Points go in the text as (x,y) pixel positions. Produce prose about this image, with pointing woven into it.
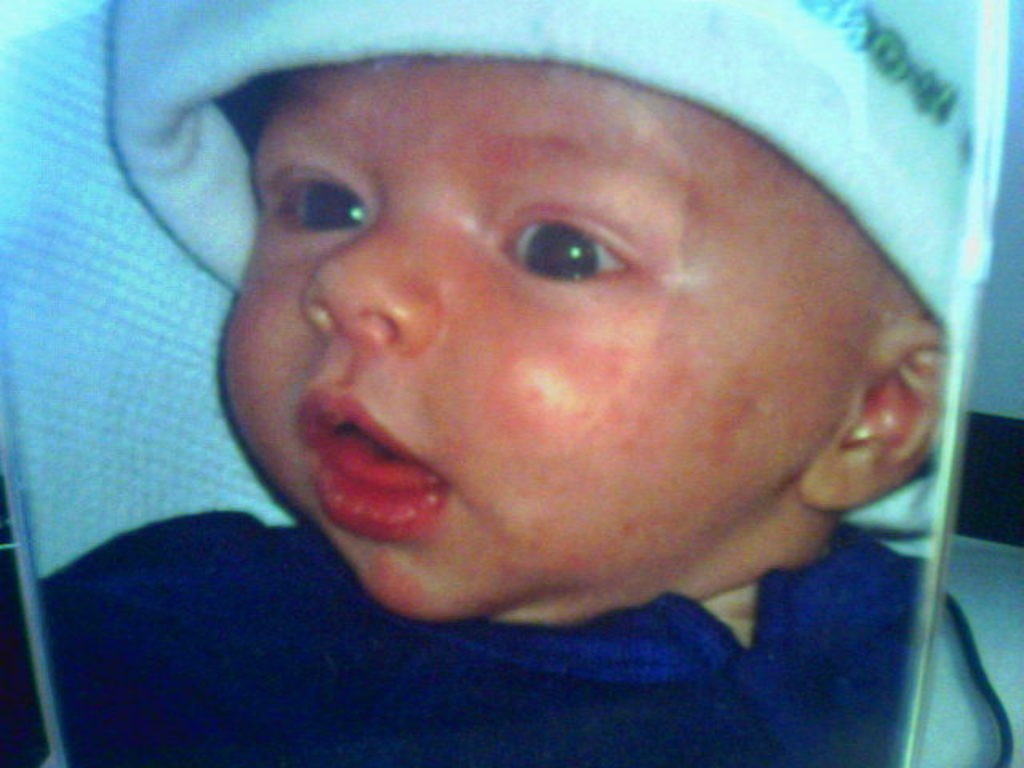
In the foreground of this image (542,552), it seems like a photo of a baby (688,306).
